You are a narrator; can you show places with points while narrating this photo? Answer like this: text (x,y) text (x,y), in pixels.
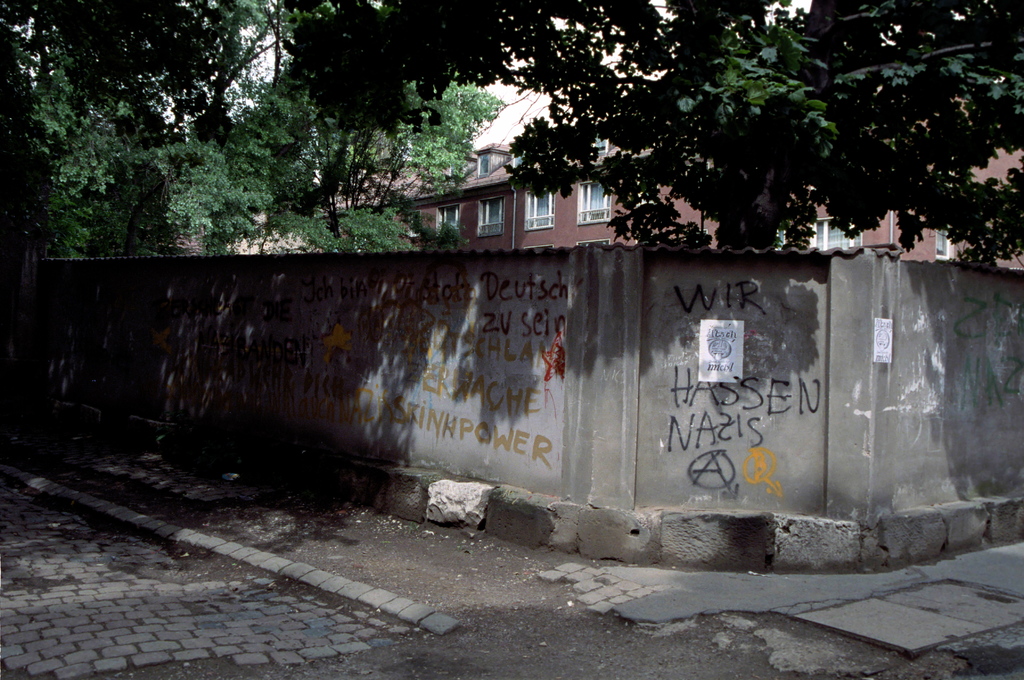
On the left side (144,555), there is a road (189,651). On the right side (883,332), there are posters (709,360) and paintings (364,407) on the wall (1003,388). In the background (982,39), there are trees (594,159) and there is a building (509,159) which is having glass windows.
